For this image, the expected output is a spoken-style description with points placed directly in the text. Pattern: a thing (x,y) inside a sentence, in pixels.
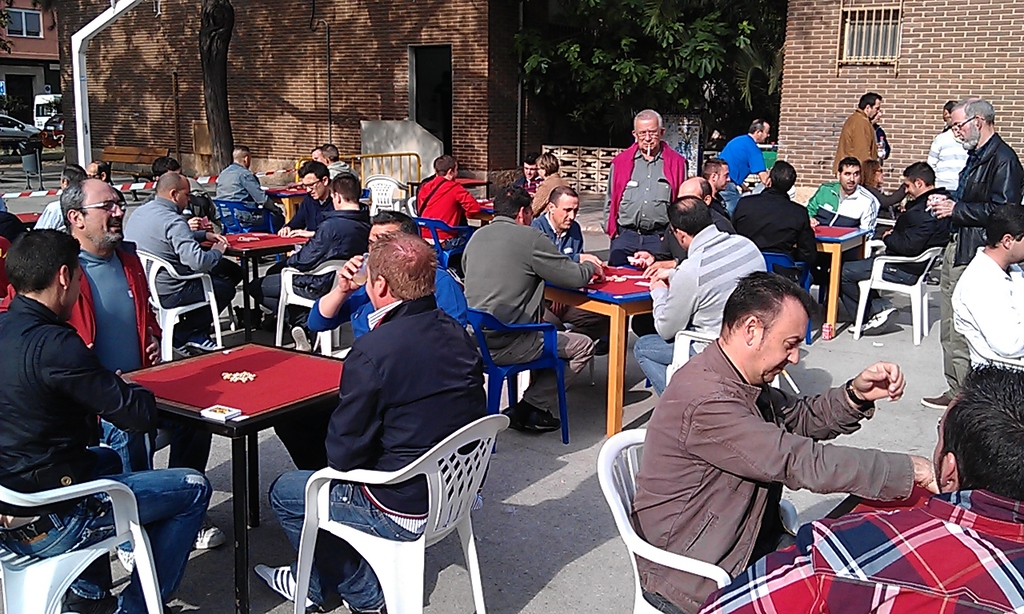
In this picture we can see some persons (717,377) sitting on the chairs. These are the tables (242,463). And there are houses (908,78) and this is tree (763,59). Here we can see a vehicle (27,124) on the road (53,155). And this is window (18,28).
